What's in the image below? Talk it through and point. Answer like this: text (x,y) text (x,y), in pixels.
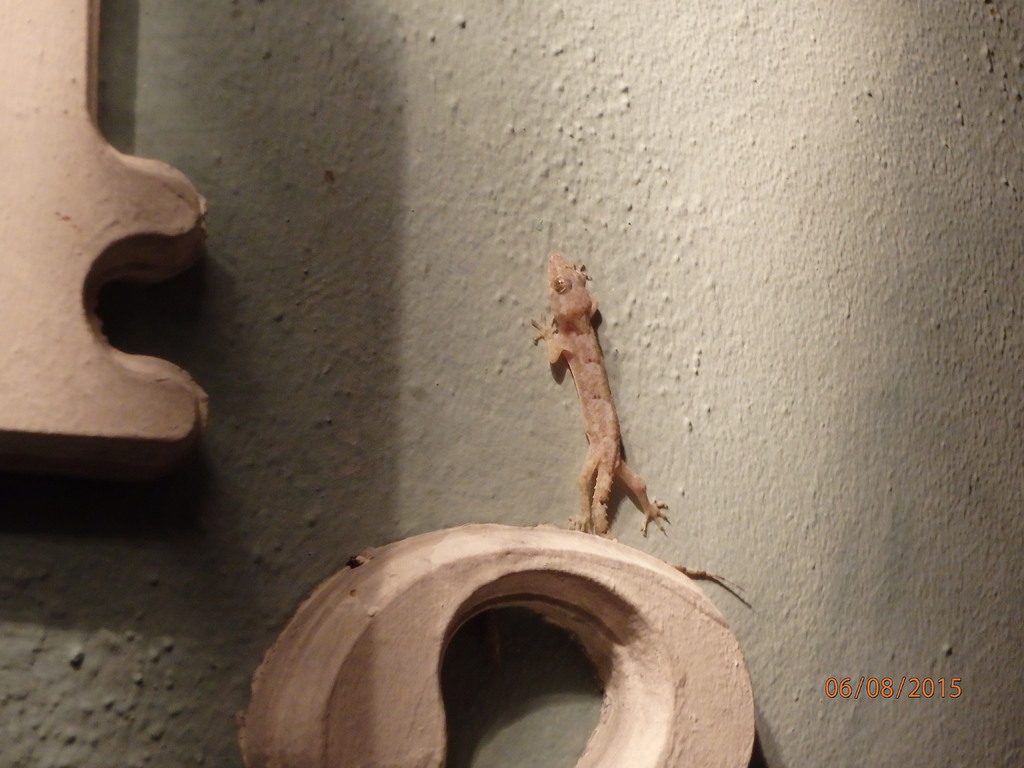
In this picture we can see two objects (131,179) and a lizard (637,487) on the wall (526,294).
